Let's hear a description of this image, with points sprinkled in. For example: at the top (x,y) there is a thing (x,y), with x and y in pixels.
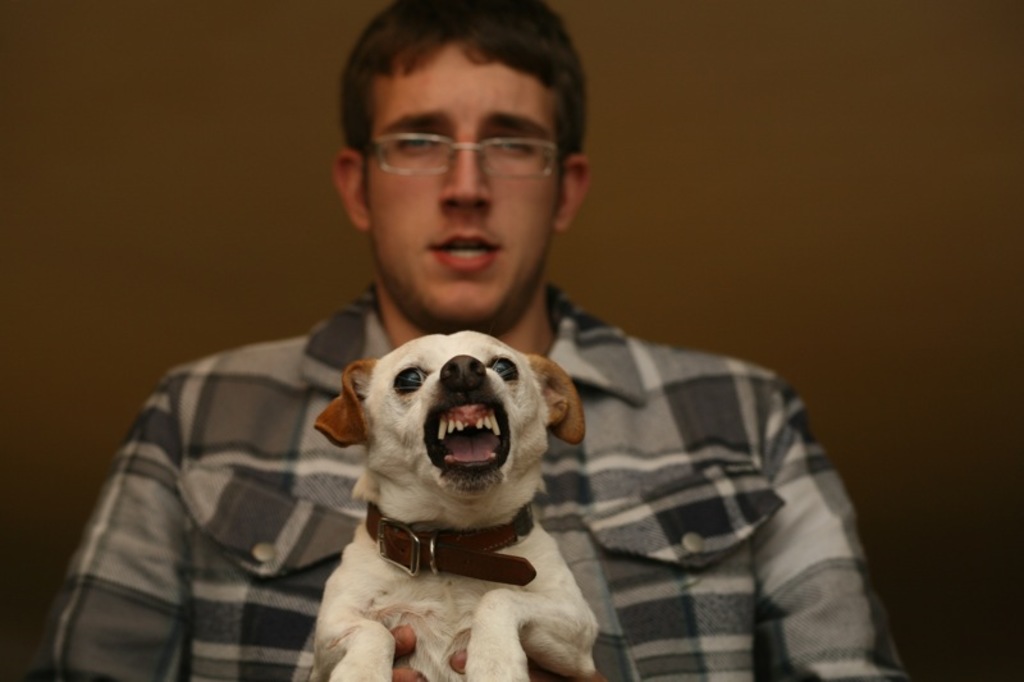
in the picture we can see a person (557,354) holding a dog (456,515) with a belt (466,552) on around its neck (454,499).
